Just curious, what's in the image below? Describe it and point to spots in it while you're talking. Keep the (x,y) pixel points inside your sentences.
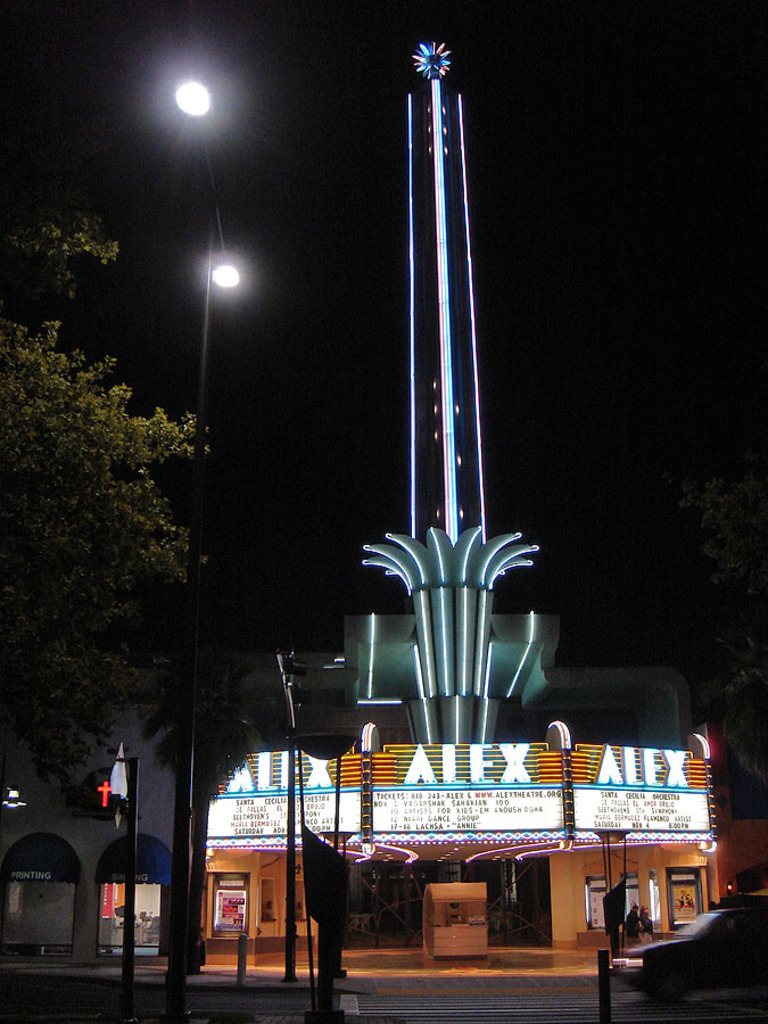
In this image there is a tower (487,660) of a building (428,729), in front of that there is a vehicle (687,954) moving on the road (148,1007), street lights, poles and the background (590,460) is dark.
